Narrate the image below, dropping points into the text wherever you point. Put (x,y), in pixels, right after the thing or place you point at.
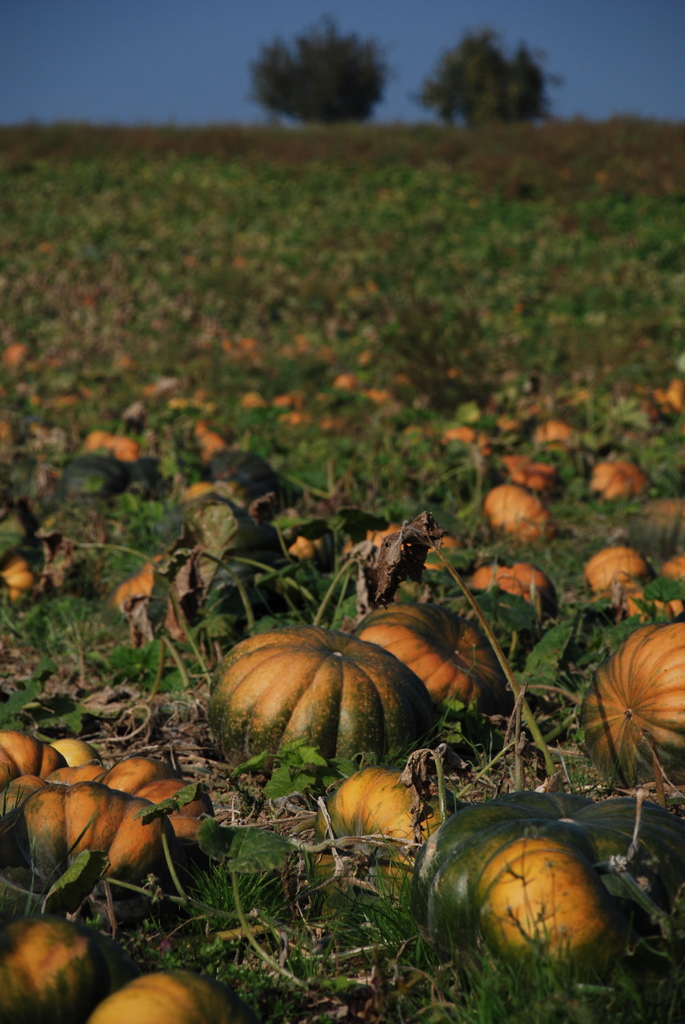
In this image we can see many pumpkins (336,746). In the background (337,90) we can see two trees (508,88). Sky (410,91) is also visible.
